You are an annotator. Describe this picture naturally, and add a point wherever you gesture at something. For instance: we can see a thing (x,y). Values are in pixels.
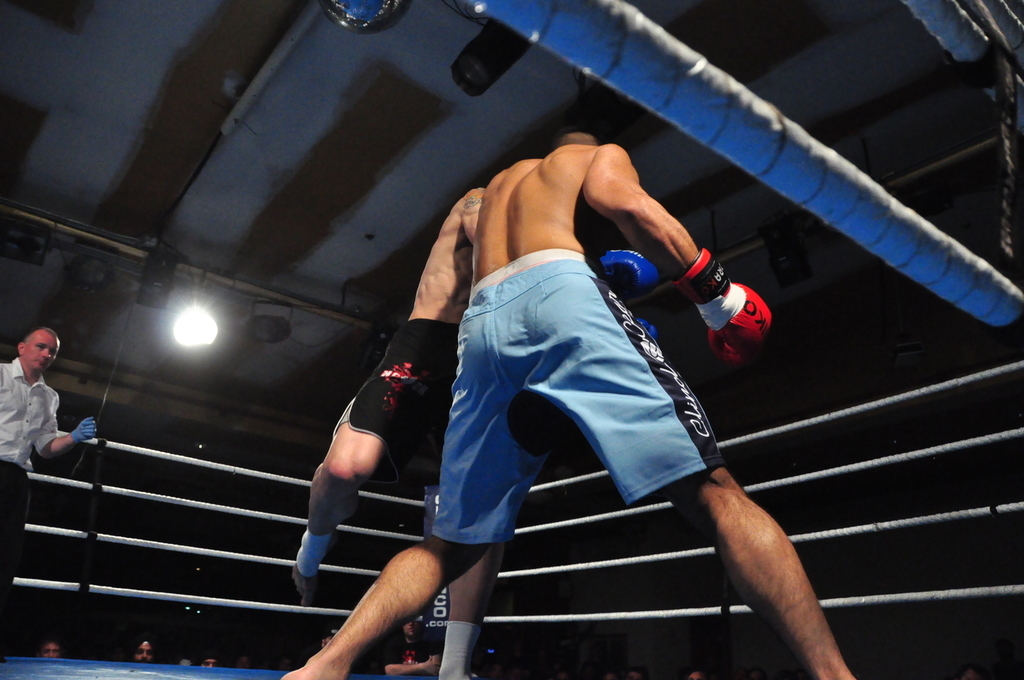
In the foreground of this image (475,341), there are two men (467,290) boxing in a boxing court (105,678). On left (14,450), there is a person (14,443) in white shirt (17,445) and black pant (14,483) on top (270,214), we see lights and ceiling (320,87) and the rope (717,99).
